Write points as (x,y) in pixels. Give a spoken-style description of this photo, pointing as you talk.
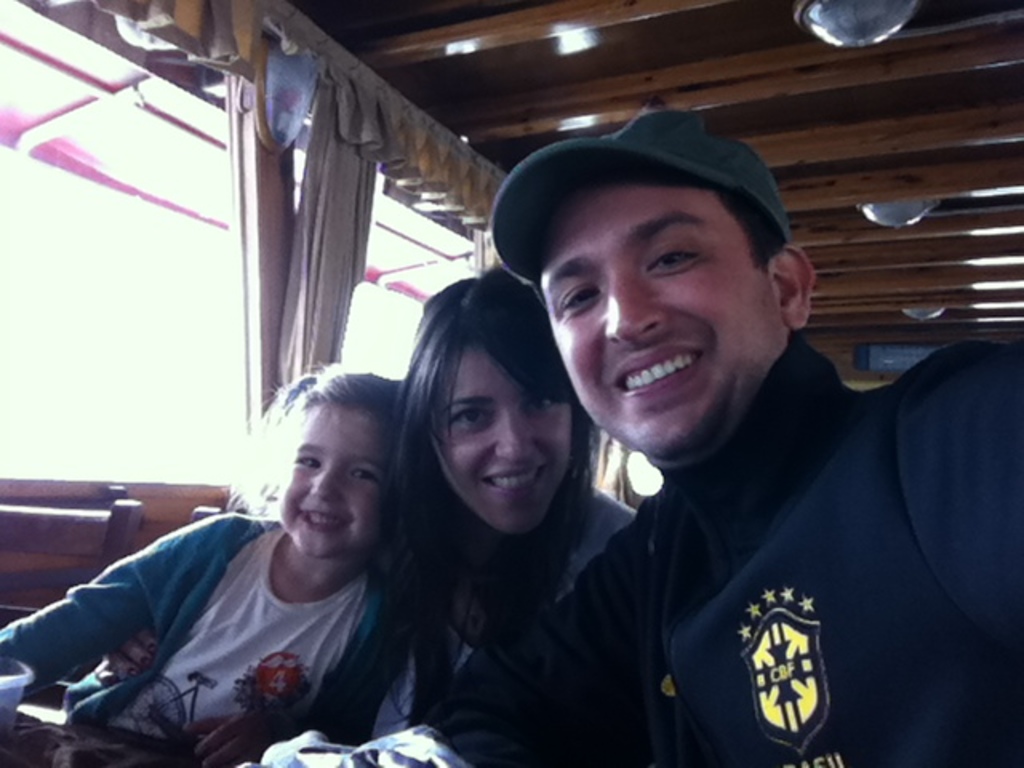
In this image I can see a person (928,503) wearing black dress (908,541) and hat (696,171) and two other persons (461,494) are sitting on chairs (205,511) and in the background (342,213) I can see the curtain (349,226), the ceiling (552,13), few lights (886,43) and the sky (68,287).
